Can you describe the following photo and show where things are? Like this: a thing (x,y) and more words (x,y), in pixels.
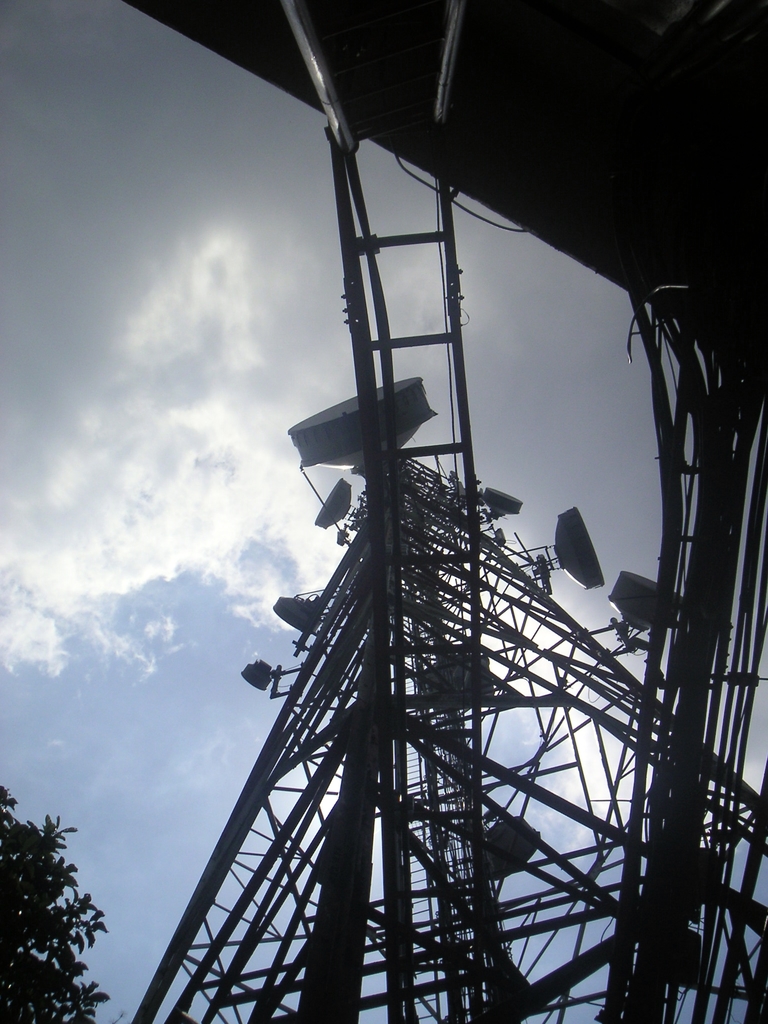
In this image we can see electric tower (378,712), antennas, trees (71,905) and sky (145,473) with clouds (281,487).
